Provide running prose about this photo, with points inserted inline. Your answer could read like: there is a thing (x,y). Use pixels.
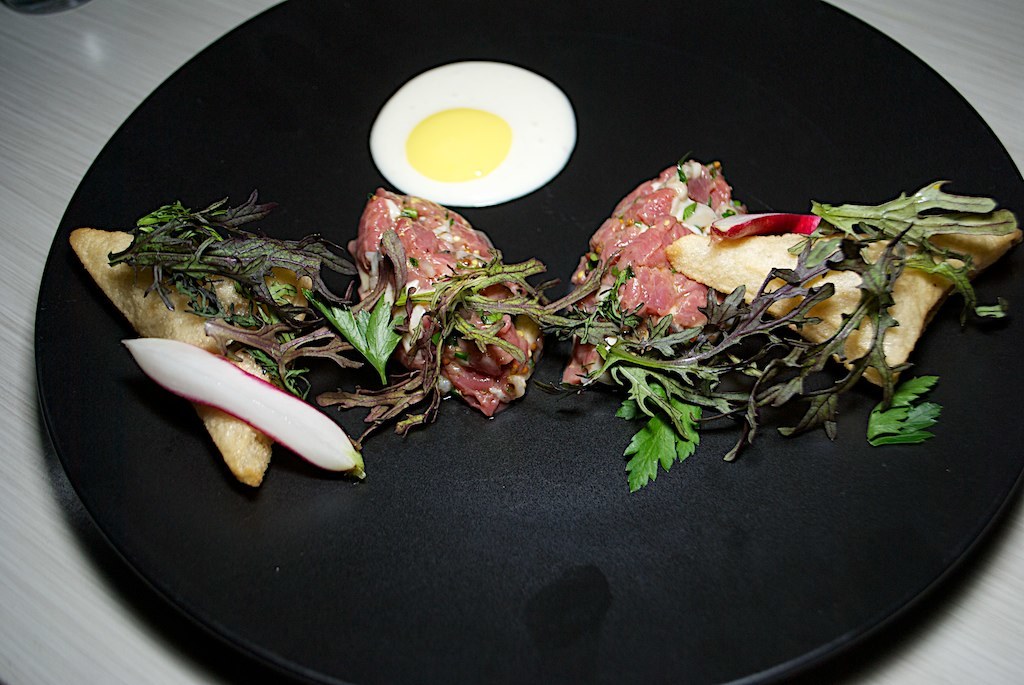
In this image I see the black color thing (169,167) on which there is food (451,80) which is of white, yellow, green, red and cream in color and this black color thing (366,640) is on the white surface (1009,616).
